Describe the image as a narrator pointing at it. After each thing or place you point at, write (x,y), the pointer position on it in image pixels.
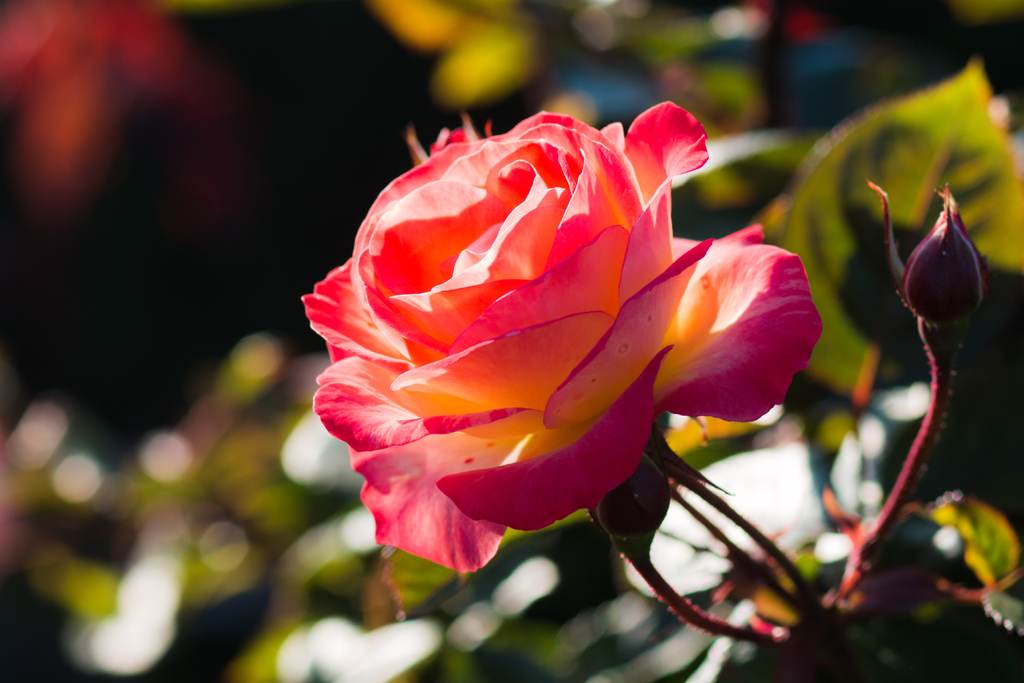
In the image I can see a flower (665,324) and a bud (931,239) to the stem (747,555) and behind I can see the blurred picture of a plant (11,435).
